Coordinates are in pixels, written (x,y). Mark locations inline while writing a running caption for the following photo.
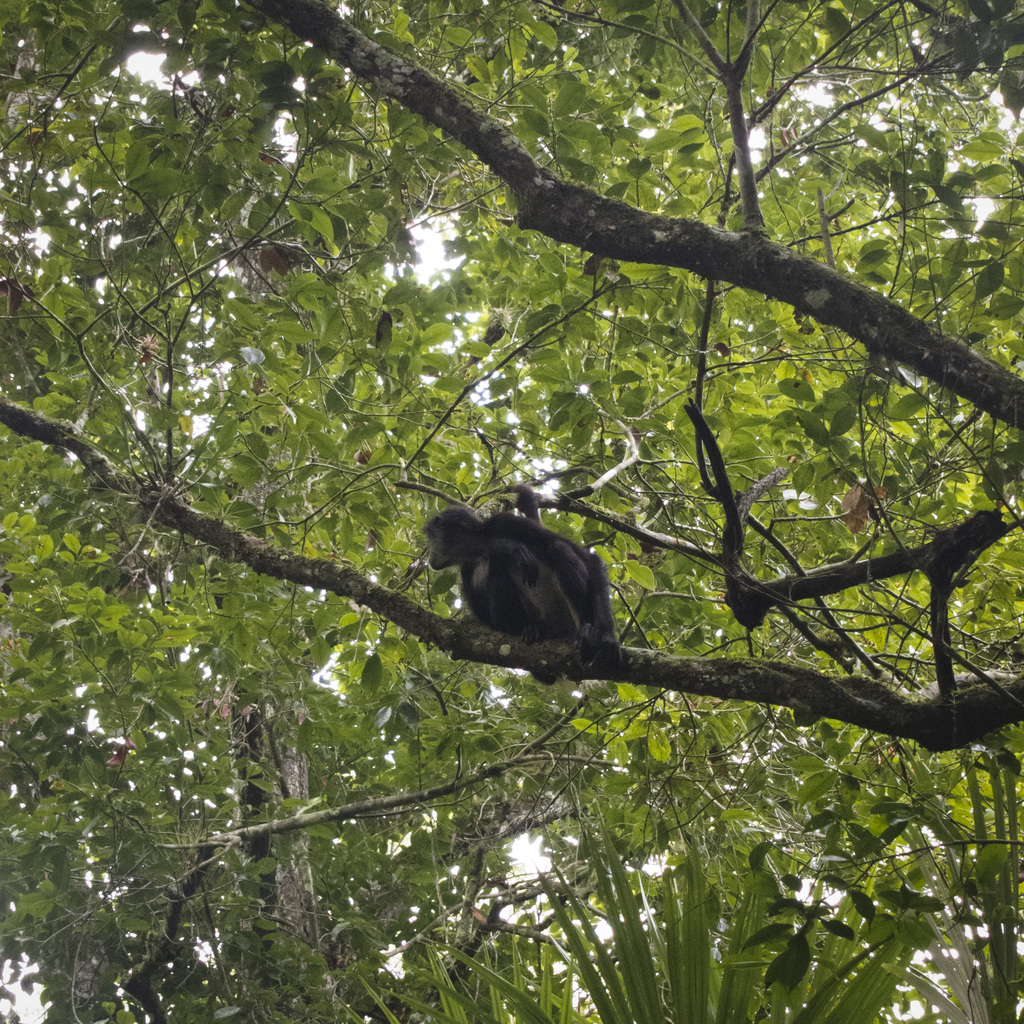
In this picture there is a monkey (527,513) on the tree (409,609) and there are trees (535,646). At the top (422,278) there is sky (423,264).
